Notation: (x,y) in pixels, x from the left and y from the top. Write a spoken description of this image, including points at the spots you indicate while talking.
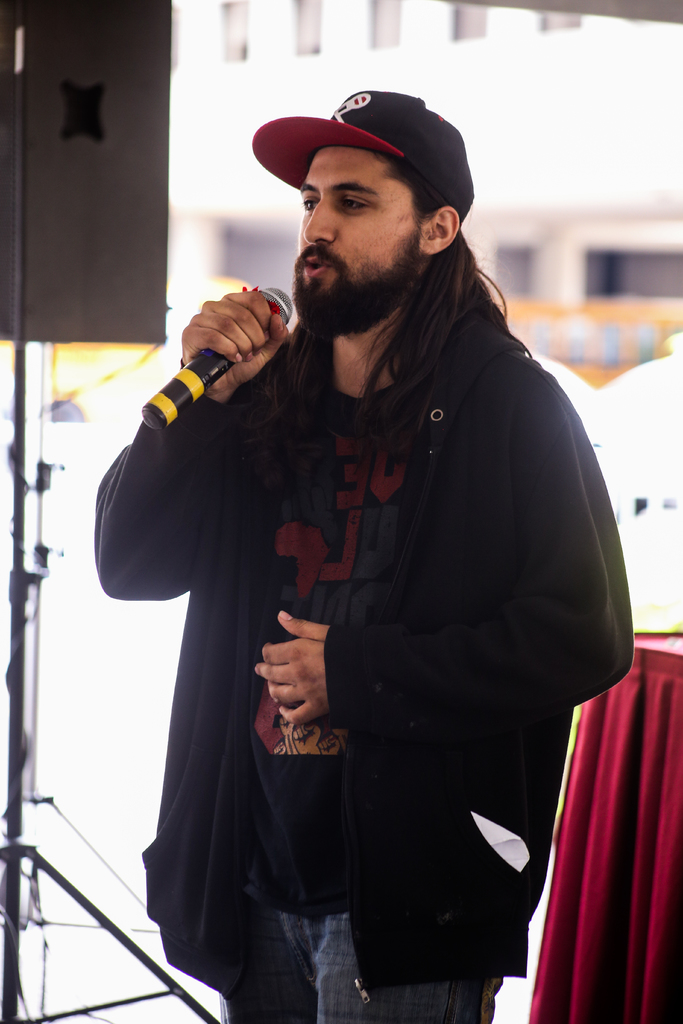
In this picture we can see a man (215,313) who is holding a mike (270,313) with his hand (256,343). He wear a cap (392,115) and he is in black jacket (496,600). On the background (543,62) we can see a building (568,209) and this is cloth (611,837).
